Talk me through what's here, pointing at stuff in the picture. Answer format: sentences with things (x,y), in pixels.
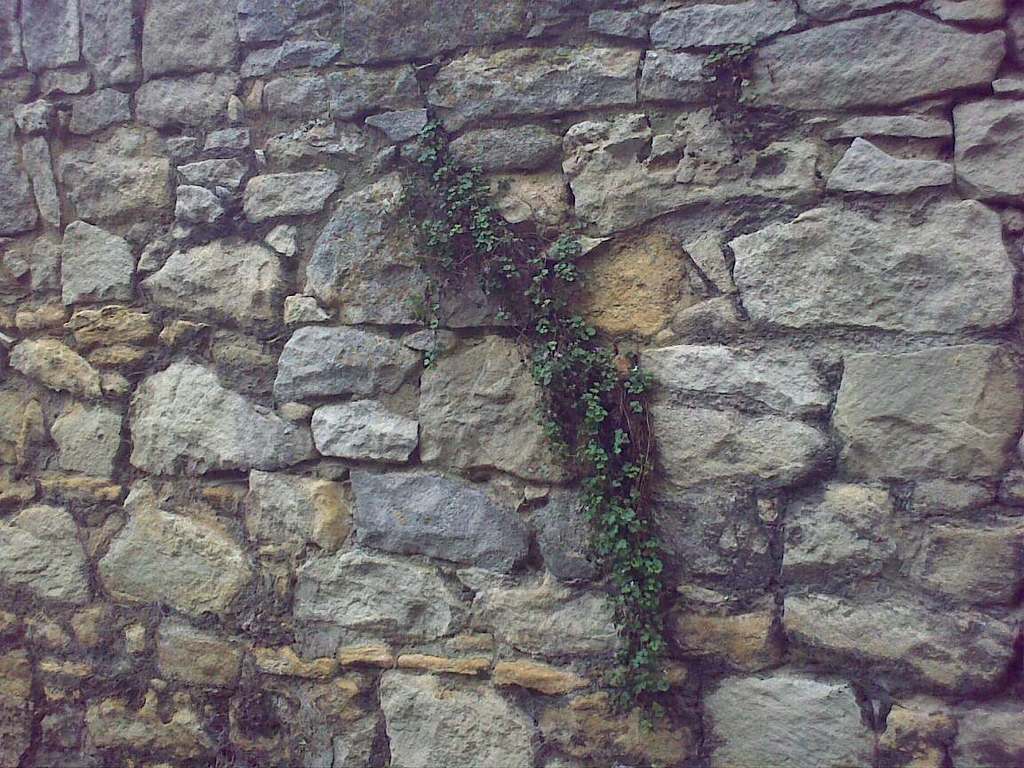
In this picture we can observe a stone wall (400,363). There are different sizes of stones (845,281). We can observe a plant (563,333) on this stone wall (582,483).
